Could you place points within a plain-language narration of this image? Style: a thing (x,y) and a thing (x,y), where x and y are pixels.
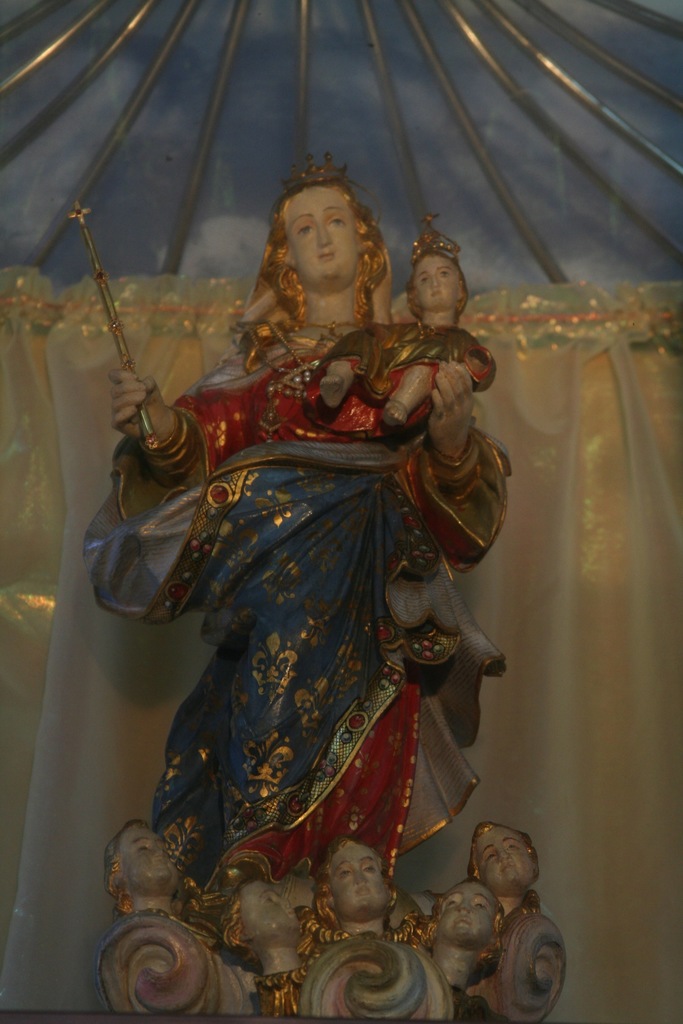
This picture consist of idols (268,303) and having a colorful clothes (374,397) and at the top (555,125) I can see rods (616,72).
